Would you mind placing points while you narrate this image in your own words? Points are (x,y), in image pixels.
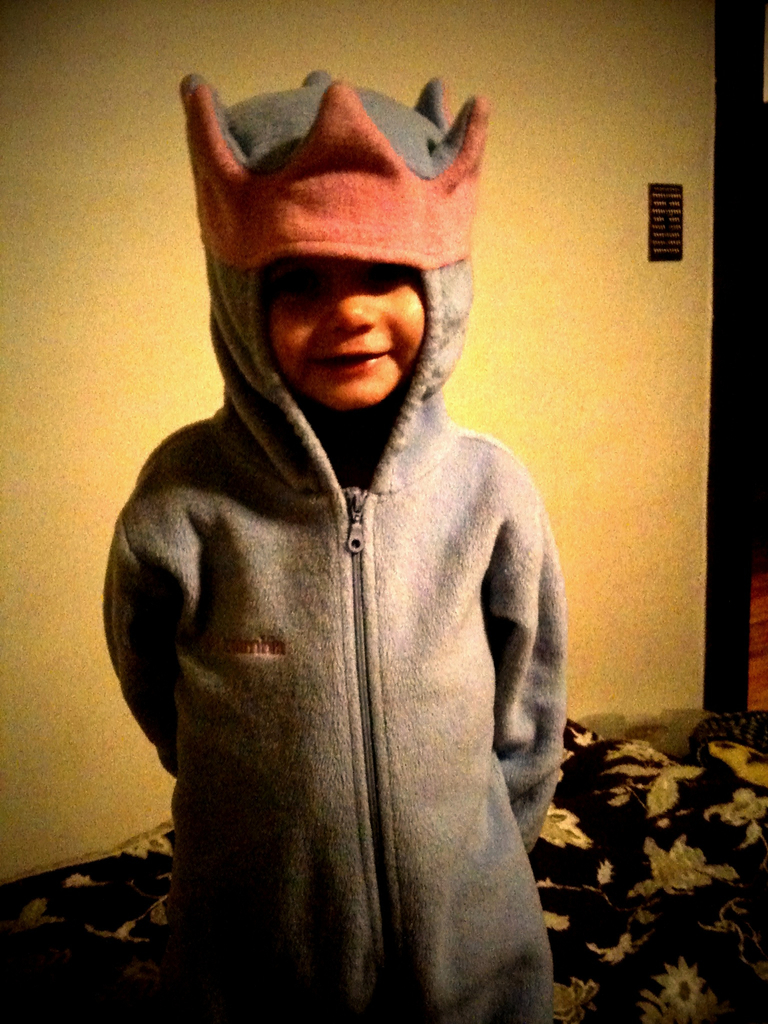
There is a kid (368,690) standing and wearing a sweater (377,629) and the background wall (135,312) is yellow in color.
